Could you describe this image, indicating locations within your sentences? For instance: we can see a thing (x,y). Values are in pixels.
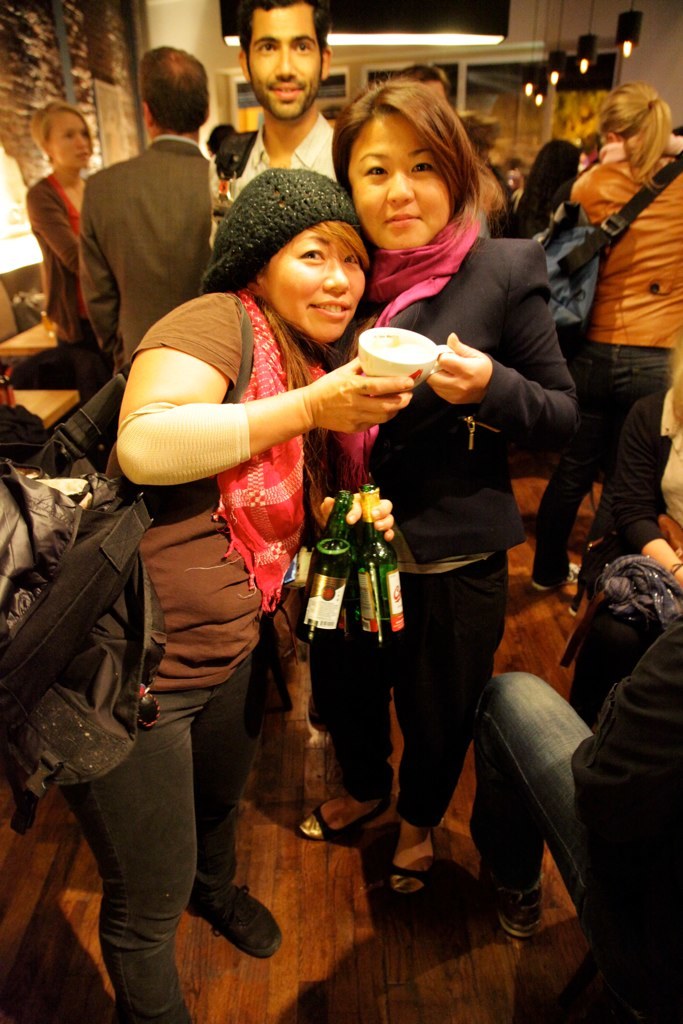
In the image there are two women (381,276) standing in the front (291,498) and holding coffee cup (401,357) and beer bottles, they both having scarfs (290,543), in the back (168,284) there are many people (202,116) standing on the floor (404,965), this seems to be inside a bar (579,80), there are lights (562,60) over the ceiling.
